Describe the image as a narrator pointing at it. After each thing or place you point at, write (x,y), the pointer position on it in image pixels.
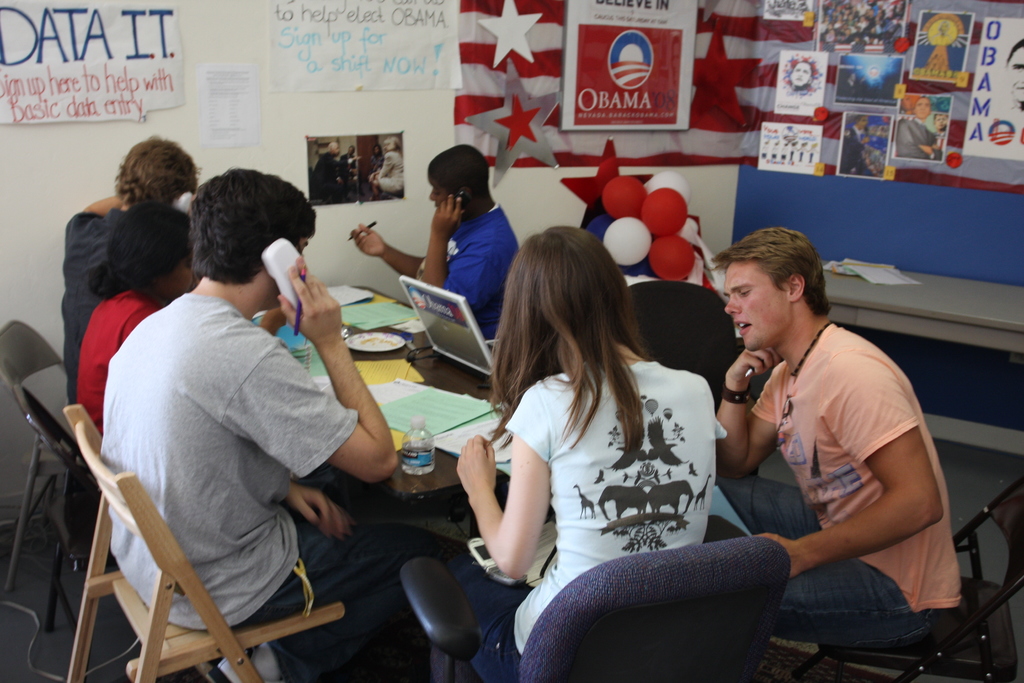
Here we can see a group of people (752,310) are sitting on the chair (683,295), and in front (451,330) here is the table (367,353) and papers (428,398) and laptop (456,346) on it, and here is the wall (358,206), and here is the balloons (628,190).
